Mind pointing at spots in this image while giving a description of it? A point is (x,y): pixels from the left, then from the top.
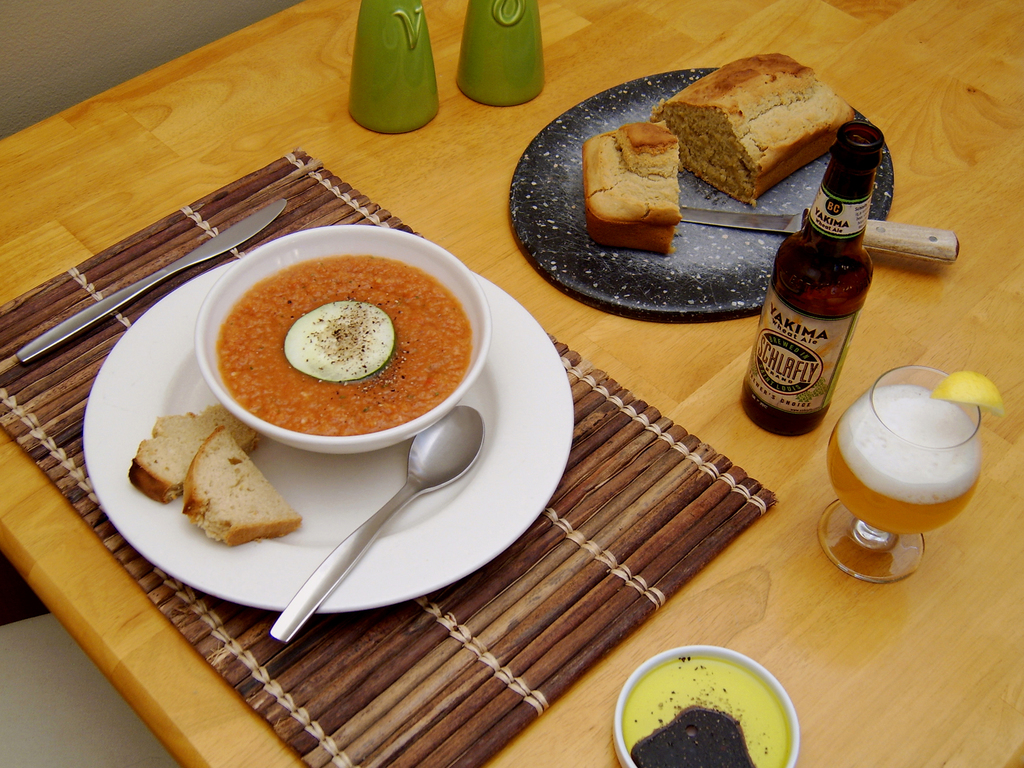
Here on a table (178,81) we can see a glass (907,436) with beer (914,505) and a lemon slice (986,398) on it and on a plate (730,273) there is a bread (669,188) and knife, two objects (413,35) and a cup (719,706) with liquid (696,702) in it and on a object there is a plate (355,522) with bread pieces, spoon (371,535) and a bowl (394,373) with liquid (389,408) in it and also there is a knife (182,263) here. There are some other objects (38,715) also but not clear.
